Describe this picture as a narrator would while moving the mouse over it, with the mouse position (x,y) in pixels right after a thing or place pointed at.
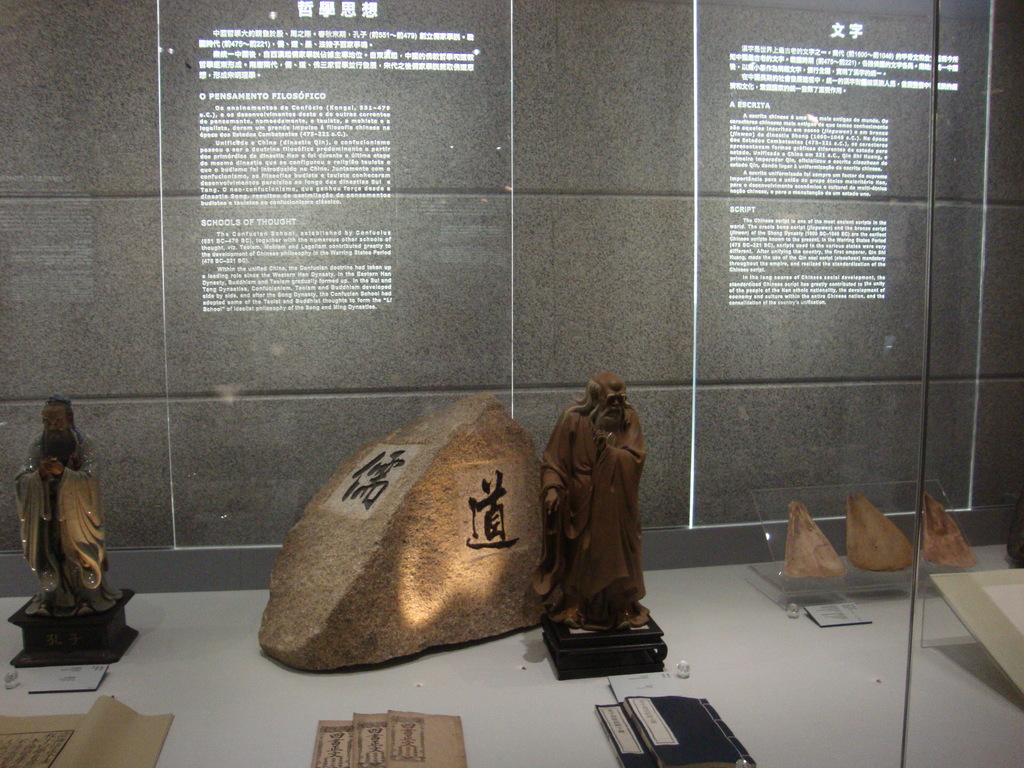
This image is clicked from behind a glass (887,325). On the other side of the glass (610,537) there are sculptures (601,564) and stones (494,518). There is text (392,480) on the stones (440,527). In front of the sculptures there are boards (988,632) and papers (398,732). There is text (413,728) on the papers (398,725). Behind the sculptures (621,409) there is a wall (531,242). There is text (292,161) on the wall (739,137).
